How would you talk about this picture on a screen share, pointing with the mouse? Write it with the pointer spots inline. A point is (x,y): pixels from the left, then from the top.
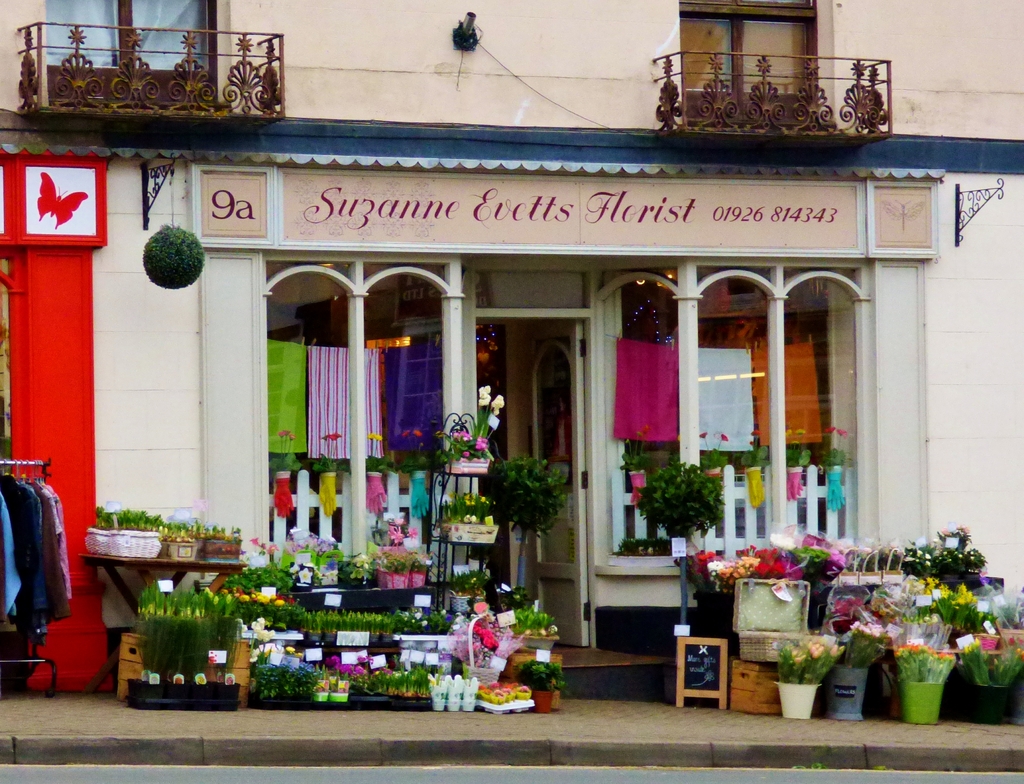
In this picture I can observe some plants (863,647) placed in the plant pots (351,587). There are some clothes (369,391) hanged on the rope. I can observe green, pink, white, orange and violet colors on the rope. There are two railings (194,90) which are in brown color. In the background (391,77) there is a building (509,81).
